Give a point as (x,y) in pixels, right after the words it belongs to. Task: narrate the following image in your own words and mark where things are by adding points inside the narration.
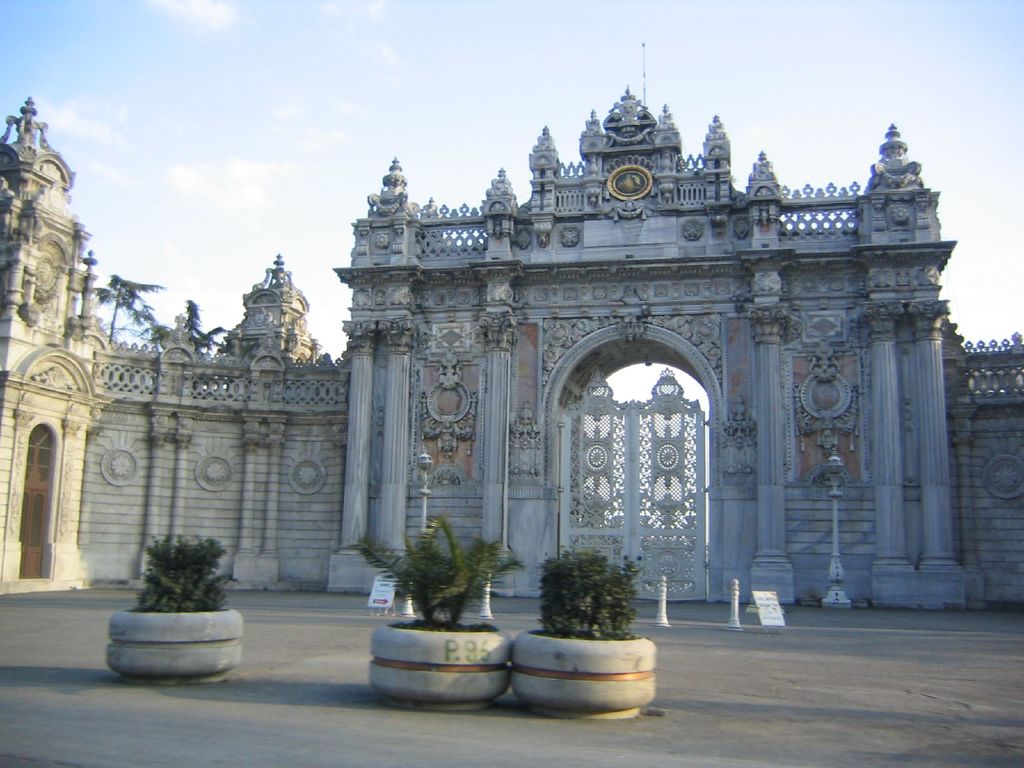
In this picture we can see a wall (249,422) with a gate (582,459), door (44,500) and pillars (494,426). In front of the gate (665,437), there are poles (734,620), lamp poles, boards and there are plants (140,600) in the flower pots (503,648). On the left side of the image (150,286), there are trees (114,297). At the top of the image (304,92), there is the sky (738,100).
